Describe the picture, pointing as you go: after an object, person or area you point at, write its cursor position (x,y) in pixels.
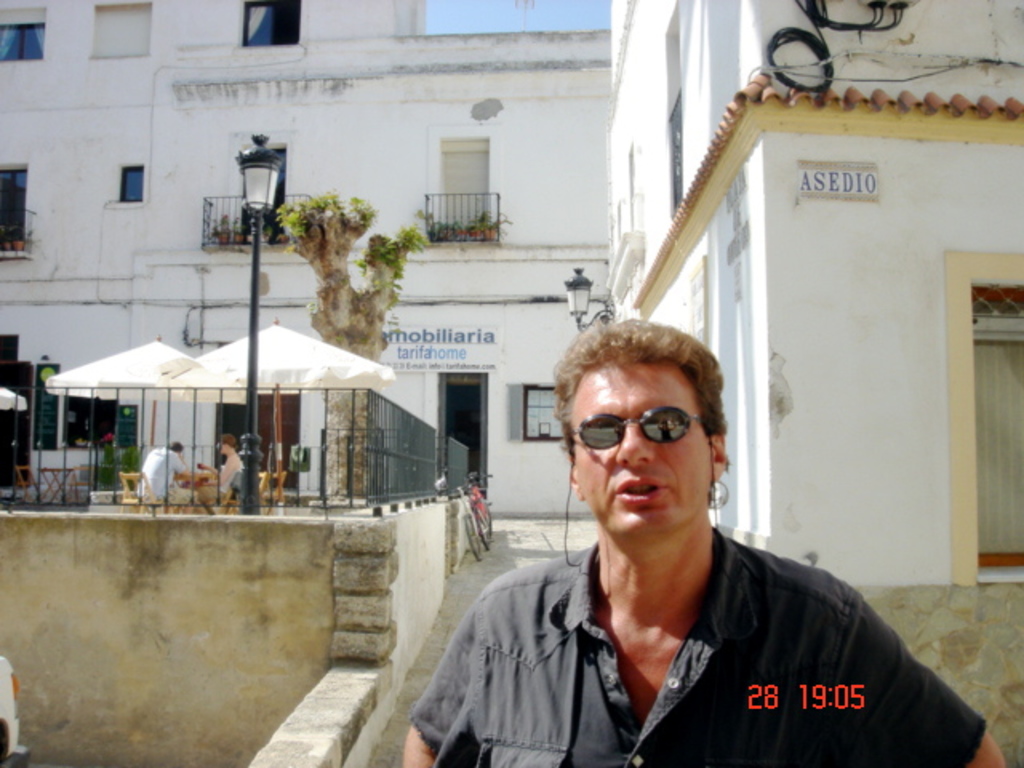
In this picture, we can see a few people (613,508), and we can see sheds (147,372), poles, lights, path (541,551), wall (431,563), and we can see buildings (772,351) with windows (958,359), door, and some objects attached to it, we can see tree (332,203), plants (452,229), posters (488,329) with text (442,337) and the sky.
